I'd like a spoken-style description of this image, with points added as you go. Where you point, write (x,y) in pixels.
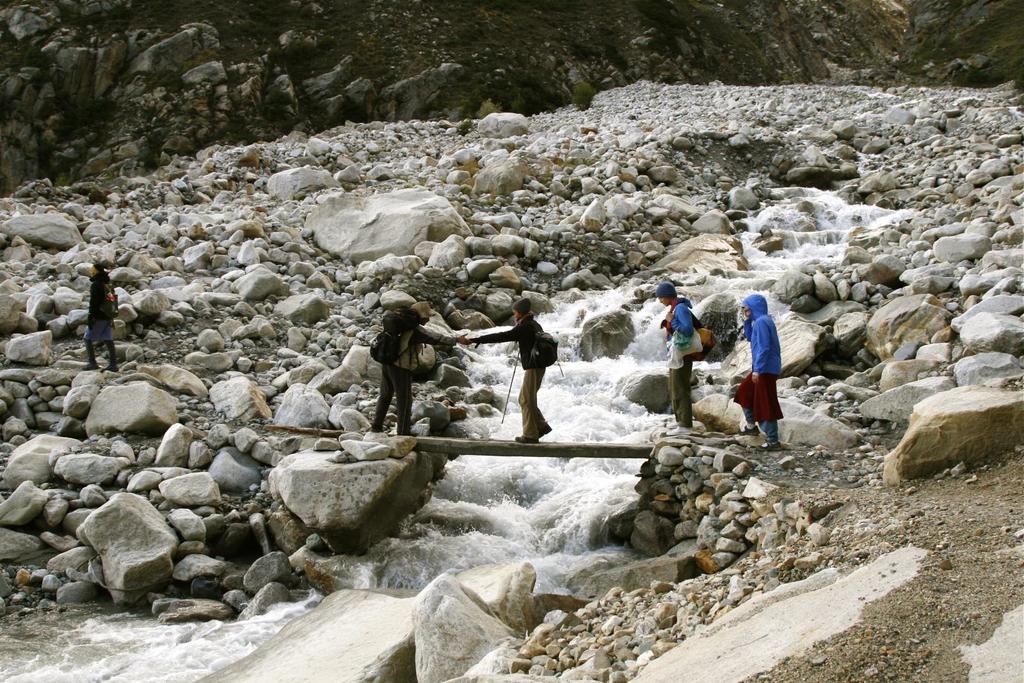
On the left side (86,350), there is a person (111,363) walking on the path (74,358). There is a person (500,340) walking on a wood (482,449) and is giving hand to the other person (389,366) who is standing. There are two persons (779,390) near this wood (629,451). And this wood (627,445) is on the water fall (533,504). On both sides of this water fall (207,623), there are stones (585,657) and rocks (585,657). In the background (147,46), there is a mountain (250,26).
